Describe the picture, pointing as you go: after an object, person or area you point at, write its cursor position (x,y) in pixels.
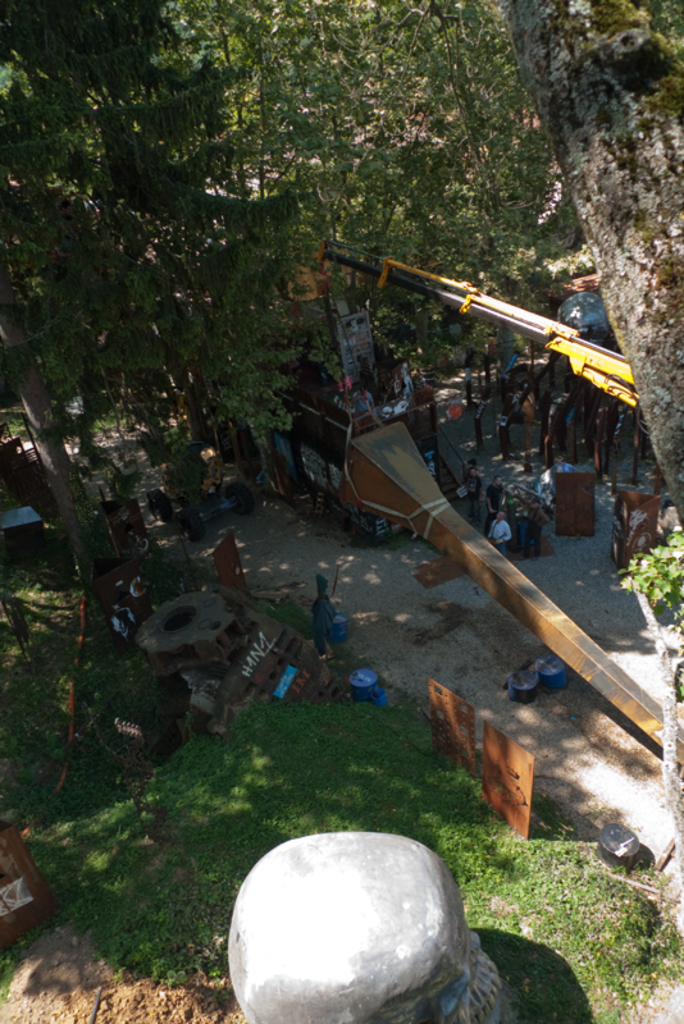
In this image we can see a crane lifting a metal object (550,636). Here we can see grass (479,860), rock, boards (490,760), people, and few objects (198,610). In the background (387,155) there are trees (566,169).
